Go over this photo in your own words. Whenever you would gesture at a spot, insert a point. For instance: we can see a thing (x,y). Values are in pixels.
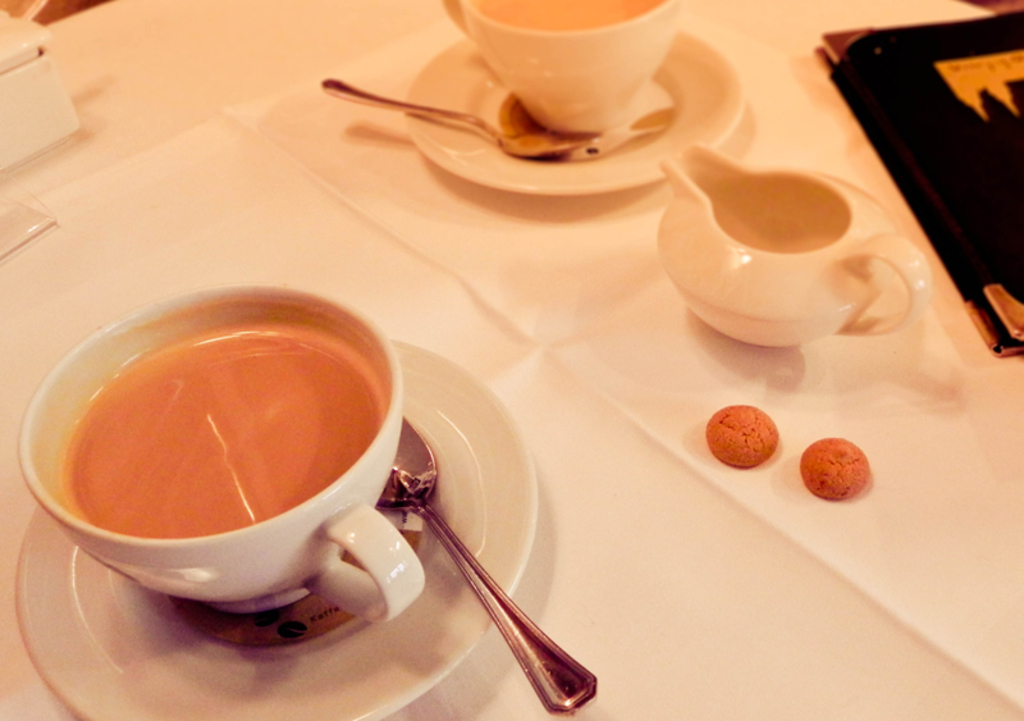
At the bottom of the image (959,482) there is a table (235,46), on the table (732,609) there are some cups (567,114) and saucers (488,172) and spoons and biscuits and menu card (1019,100).
